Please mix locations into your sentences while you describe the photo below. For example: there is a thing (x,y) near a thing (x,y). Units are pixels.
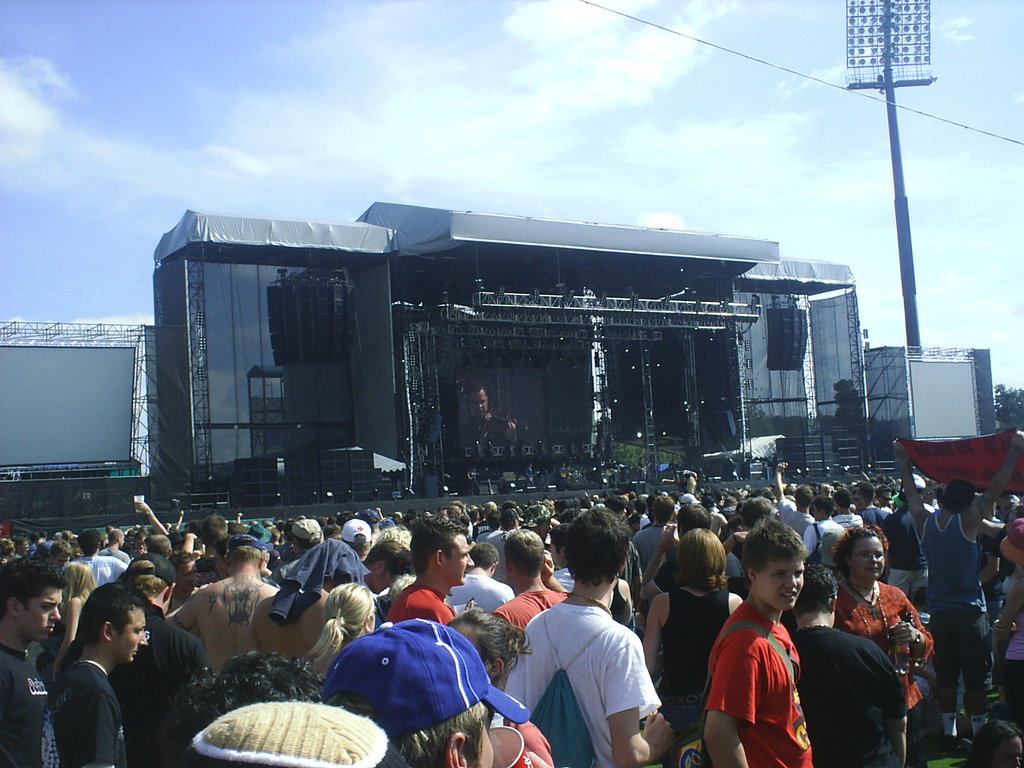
In this image there is the sky (492,132) towards the top of the image (474,118), there are clouds (434,104) in the sky (409,100), there is a pole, there are lights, there is a wire (879,100), there is a stage (535,475), there are objects (578,481) on the stage (465,482), there is a screen (542,414), there are group of persons (589,590), the persons (602,589) are holding an object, the persons (565,641) are wearing a bag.
